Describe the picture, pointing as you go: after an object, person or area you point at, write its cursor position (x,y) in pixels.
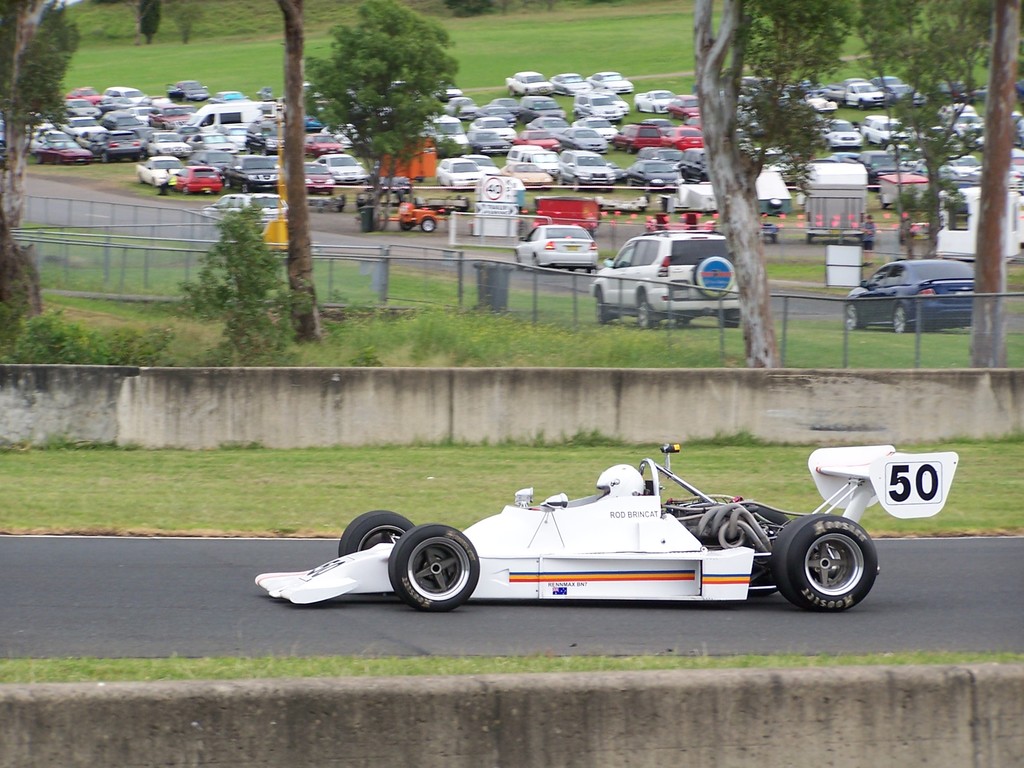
In this picture we can see a vehicle (423,567) on the road (621,650) and in the background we can see the wall (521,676), trees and a group of vehicles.
